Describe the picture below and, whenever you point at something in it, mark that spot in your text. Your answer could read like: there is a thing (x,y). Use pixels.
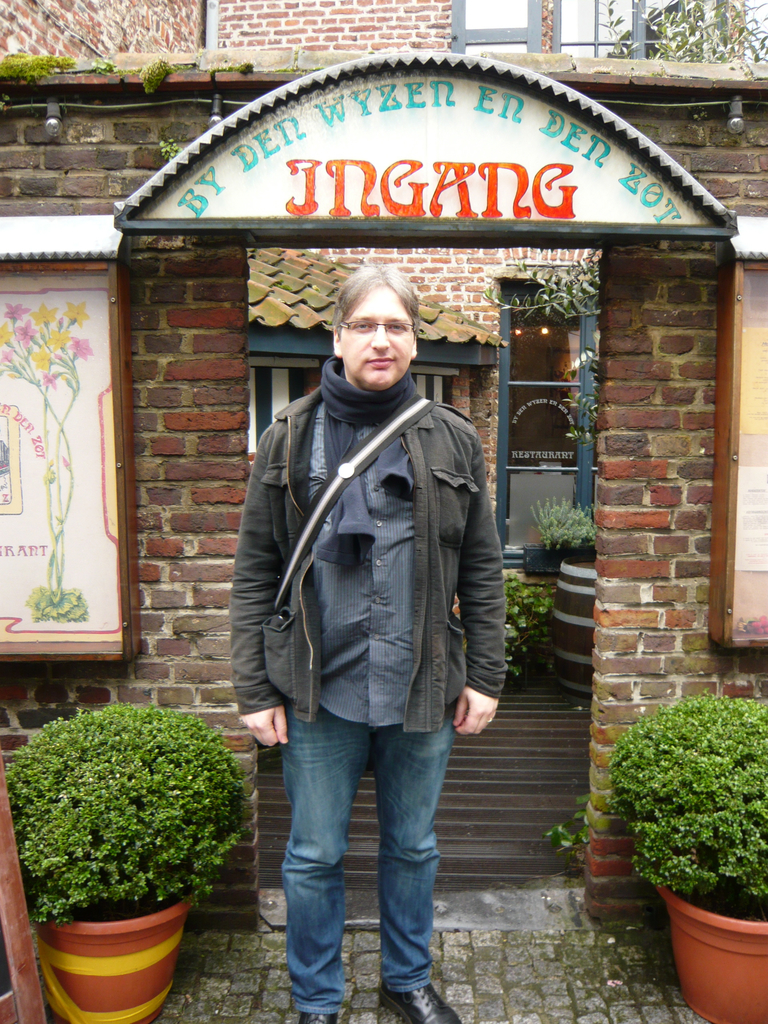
In the image there is a man (243,619) standing in the foreground (377,380), there are two plants (27,805) on the either side of the man (408,852) and behind him there are two frames (54,321), an arch (192,174) and inside the arch (271,236) there are windows (515,412), roof (320,261) and a door (511,425).
